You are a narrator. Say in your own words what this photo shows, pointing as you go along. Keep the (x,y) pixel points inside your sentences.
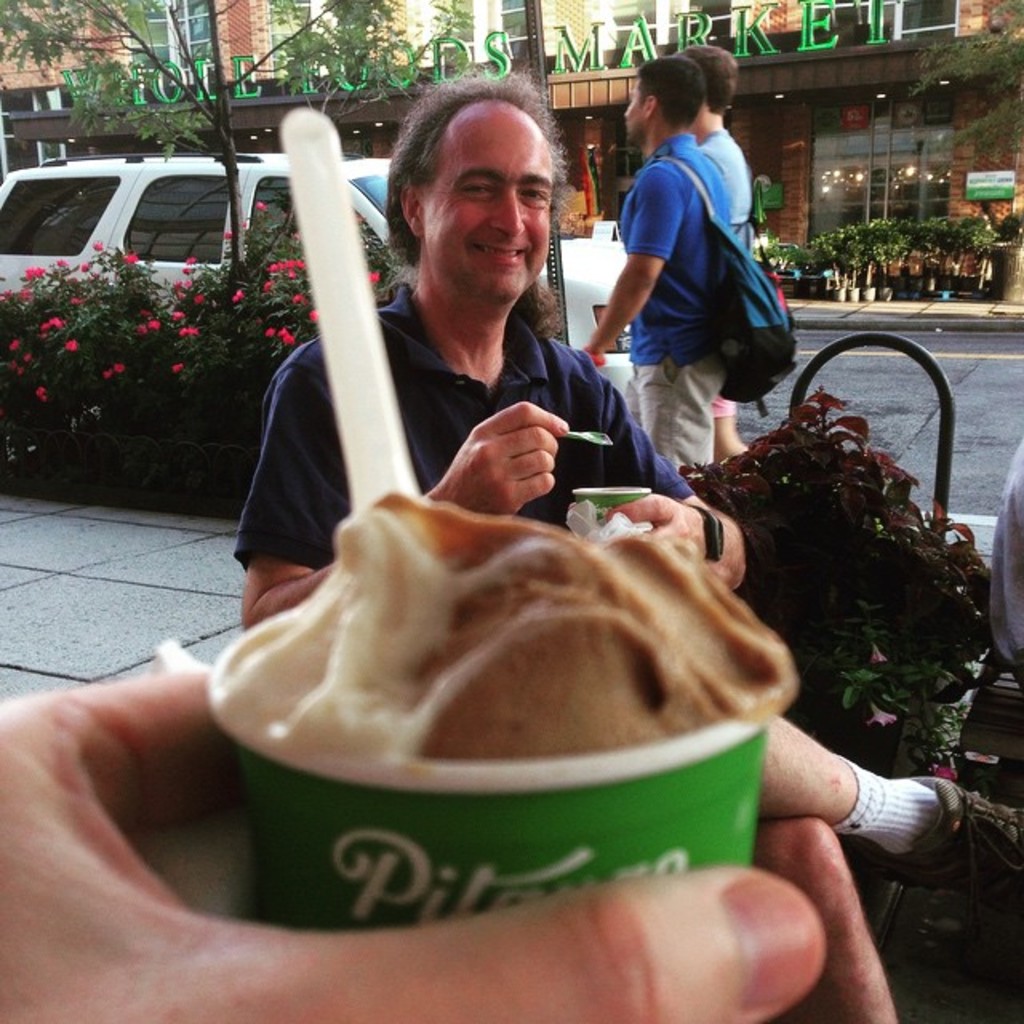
As we can see in the image there are group of people (429,190), plants (88,340), flowers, car (180,216) and buildings (432,56). In the front (359,739) there is a person (54,1013) holding cup (533,851). In cup (485,848) there is an ice cream (501,607).
